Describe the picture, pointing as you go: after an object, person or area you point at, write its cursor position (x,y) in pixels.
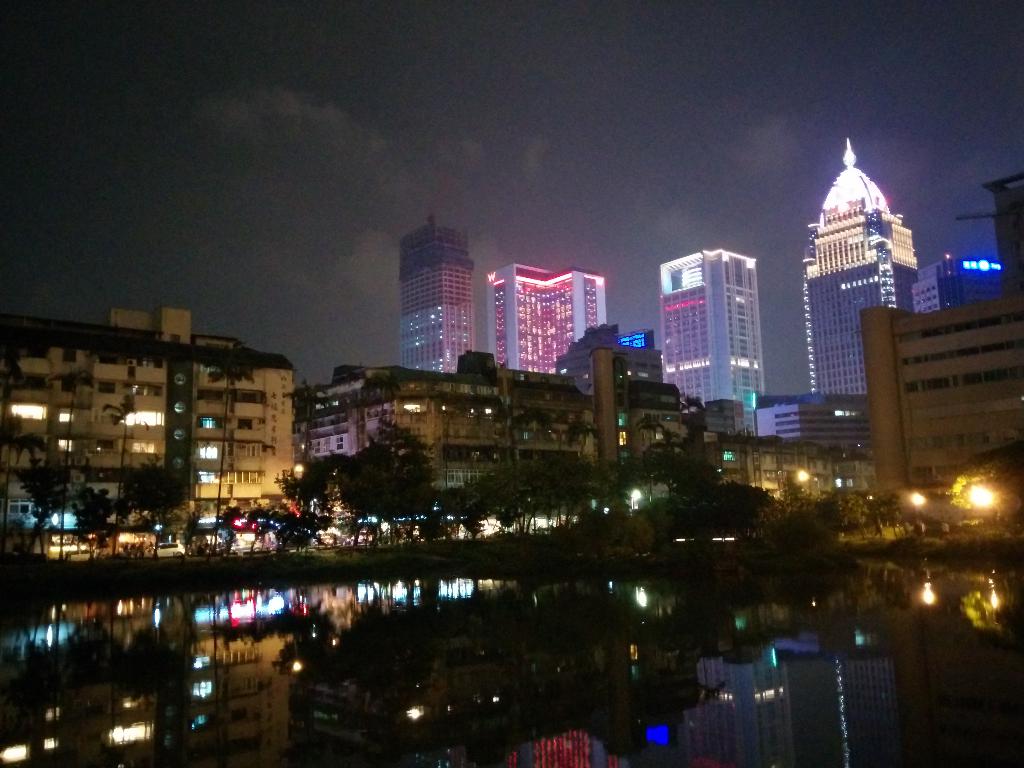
In this picture we can see water (626,632) at the bottom (636,652), in the background (755,393) there are some buildings (179,418), trees (972,504) and lights (807,476), there is the sky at the top of the picture (383,61).
